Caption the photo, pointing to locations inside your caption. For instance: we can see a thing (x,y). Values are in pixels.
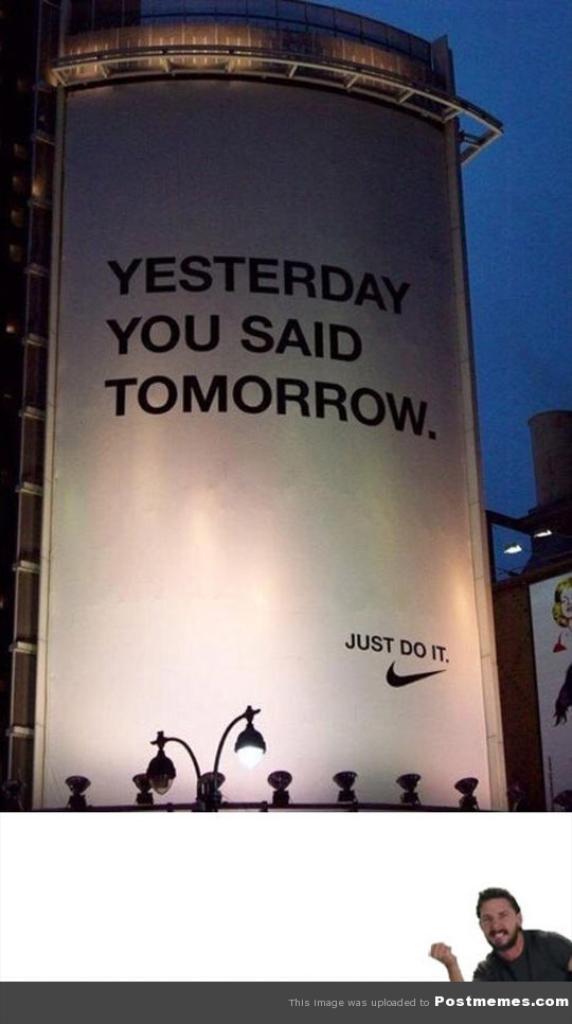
This is the front view of a building (323,251). In front of the building (326,378) light pole (216,765) is present. Bottom of the image (497,936) one person (522,967) with watermark (402,1003) is there.
